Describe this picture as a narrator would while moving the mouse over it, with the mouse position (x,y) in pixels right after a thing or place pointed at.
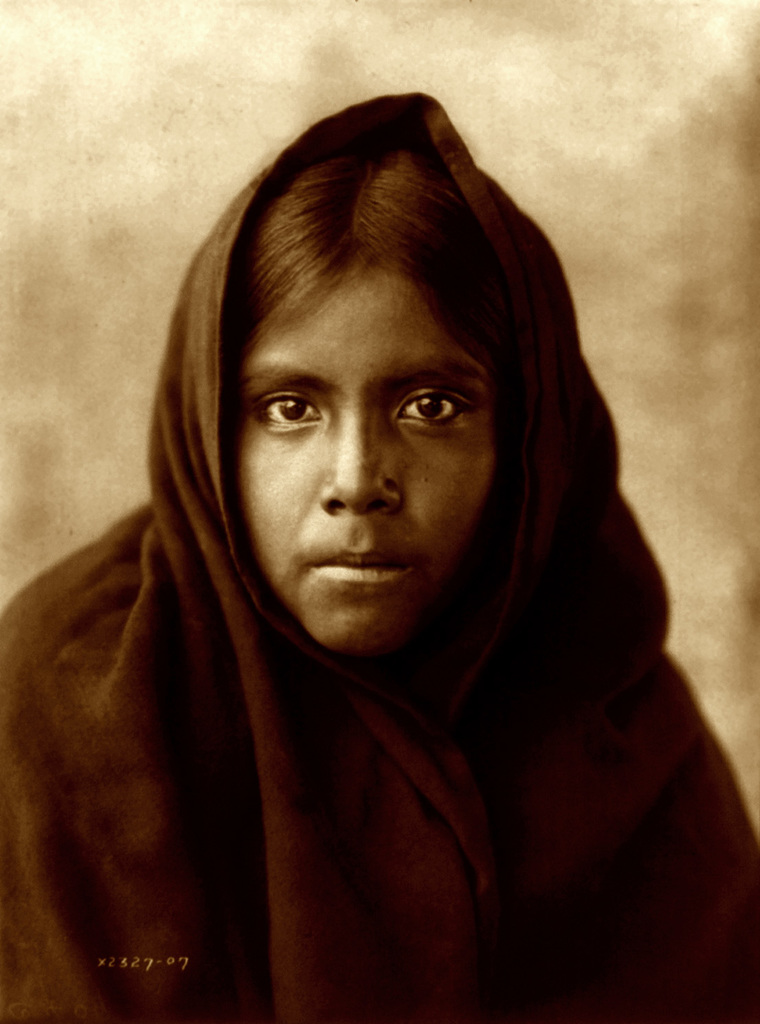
In this image we can see a person (239,576) with a cloth (364,755). In the background (154,118) it is blur. At the bottom (126,960) we can see a watermark (139,957).
